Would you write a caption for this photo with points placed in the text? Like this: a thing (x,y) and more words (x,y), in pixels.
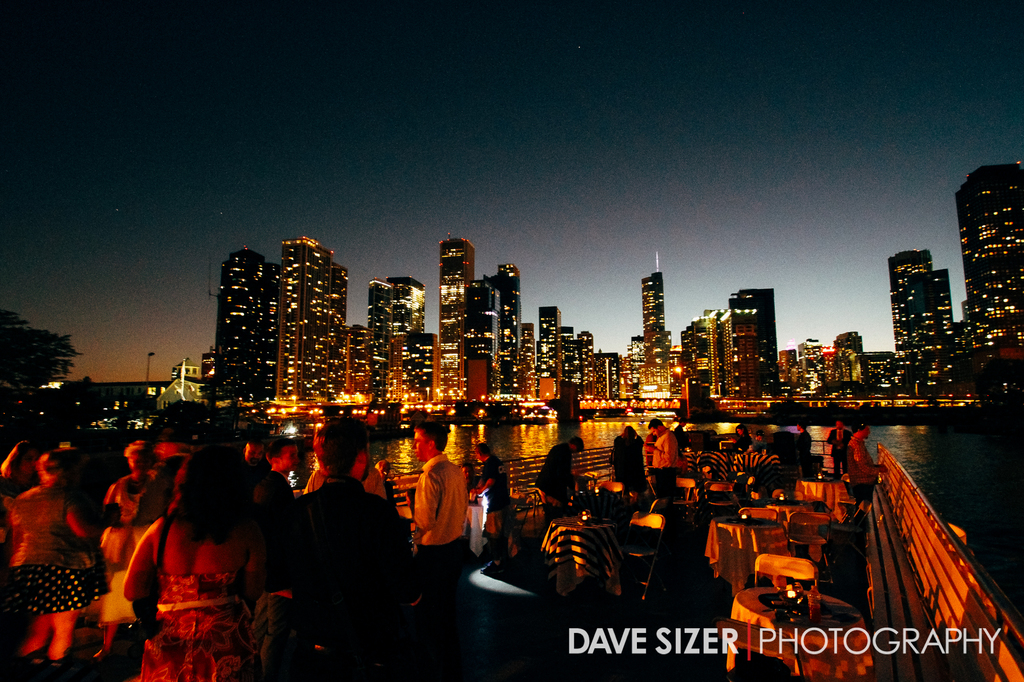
On the bottom right (697,651), there is a watermark (824,637). On the left side (325,489), there are persons (315,471) standing. On the right side (847,647), there are tables (823,648) arranged. In the background (971,459), there is water (957,456) and there are buildings (256,394) which are having lights (743,311). And the background (15,110) is dark in color.
